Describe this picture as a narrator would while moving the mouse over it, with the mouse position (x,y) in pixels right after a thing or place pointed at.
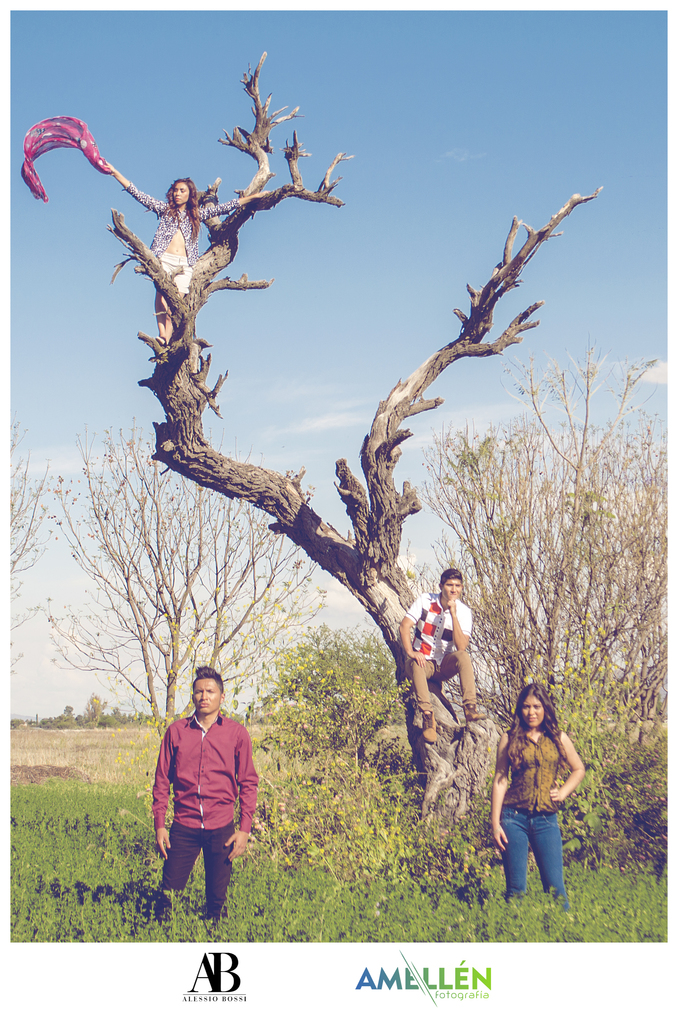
In this picture I can observe four members (458,657). Two of them are standing on the land (476,887) and two of them are on the tree (137,244). There are some plants (309,829) on the ground (479,902). I can observe some text (477,978) in this picture. In the background (93,310) there is a sky (364,192) with some clouds (288,433).
